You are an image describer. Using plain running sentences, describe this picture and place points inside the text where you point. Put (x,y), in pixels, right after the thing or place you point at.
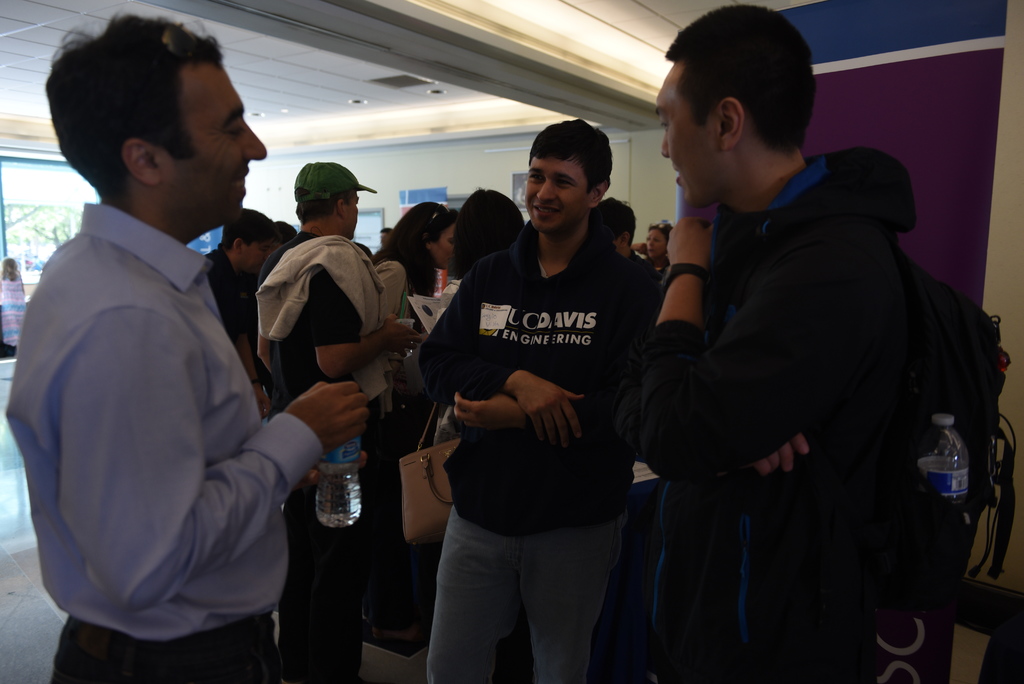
In this image, we can see persons (567,302) standing and wearing clothes (587,385). There is a person (190,399) on the left side of the image (176,355) holding a bottle (344,495) with his hands (338,422). There is an another person (786,355) on the right side of the image (879,378) wearing a bag (941,356) contains a bottle (957,438). There is a ceiling (386,119) at the top of the image (488,34).
